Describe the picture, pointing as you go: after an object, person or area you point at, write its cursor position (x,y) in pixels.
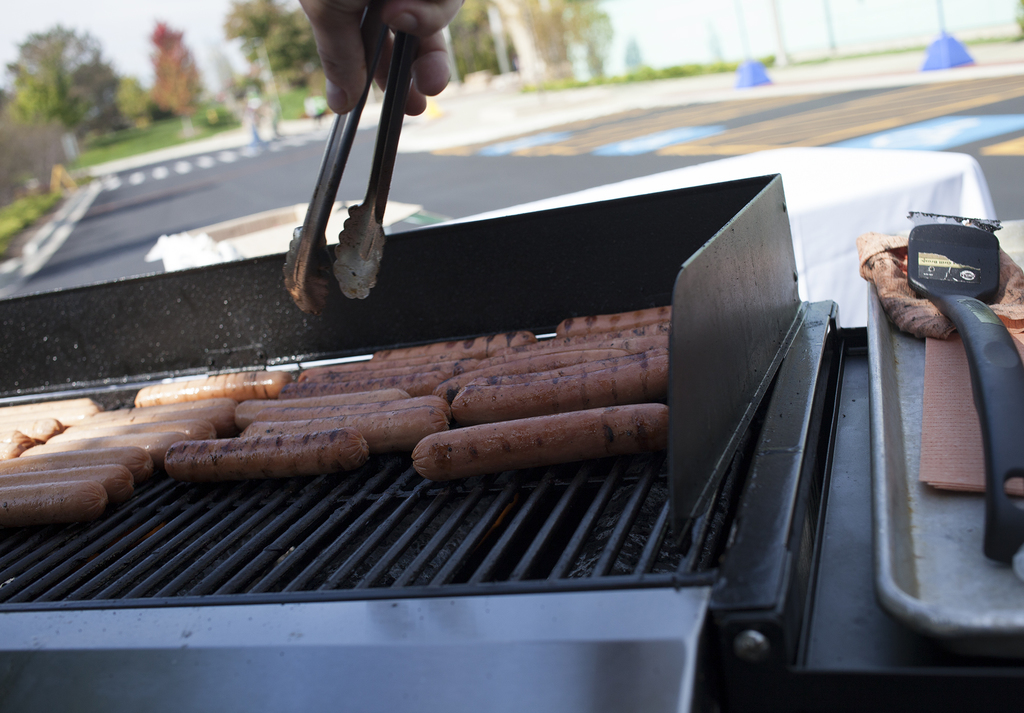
To the left side (327,551) bottom of the image (694,555) there is a grill (329,552) with sausages (327,414) on it. Above that there is a tong (368,36) in the person hand (406,17). To the right side of the image (940,327) there is a tray (872,349) with an item (1002,420) in it. In the background (110,199) there are trees (298,79) and also there is a road (563,157).
